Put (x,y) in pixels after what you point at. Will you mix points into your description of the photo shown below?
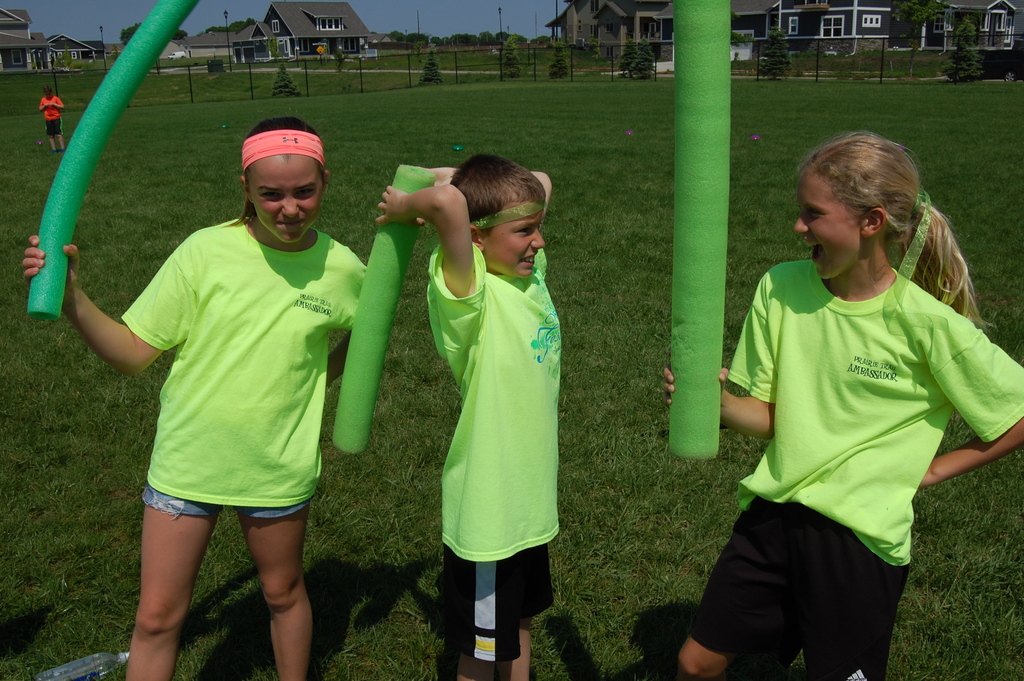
In this image we can see two girls (269,270) and a boy (498,378) in green t shirt (297,364) holding objects (378,313) and standing on the grass (353,628). In the background (400,43) we can see houses (746,22) and also trees (510,60) and fence (304,75). Sky (442,17) is also visible.
